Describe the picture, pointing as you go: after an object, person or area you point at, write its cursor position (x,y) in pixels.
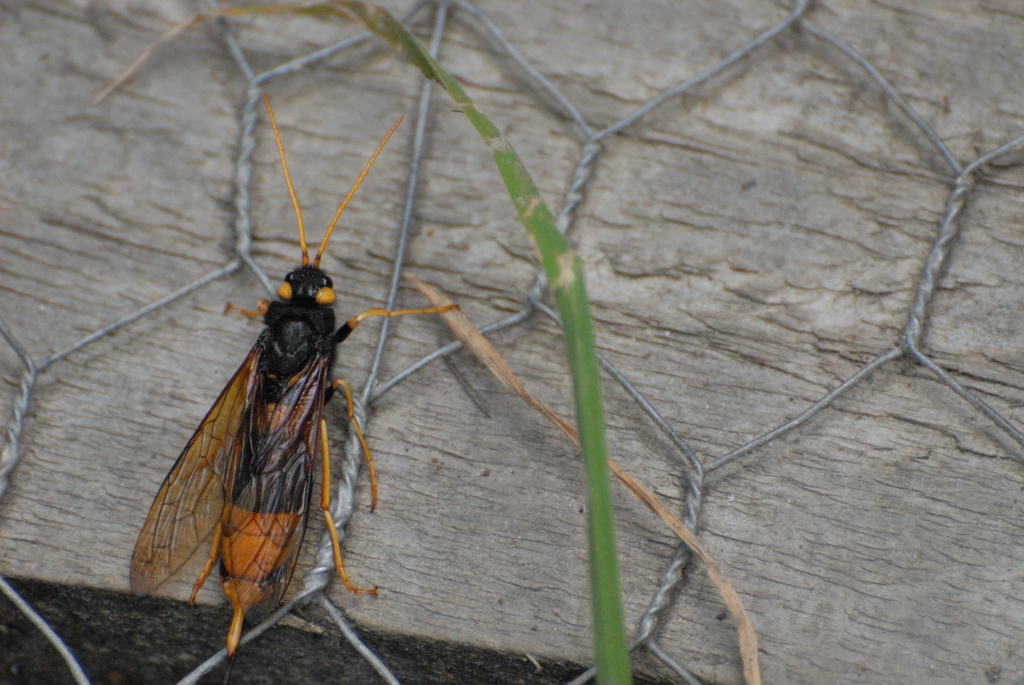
In the picture there is a black and orange wasp (246,431) moving on a wood (614,350).
